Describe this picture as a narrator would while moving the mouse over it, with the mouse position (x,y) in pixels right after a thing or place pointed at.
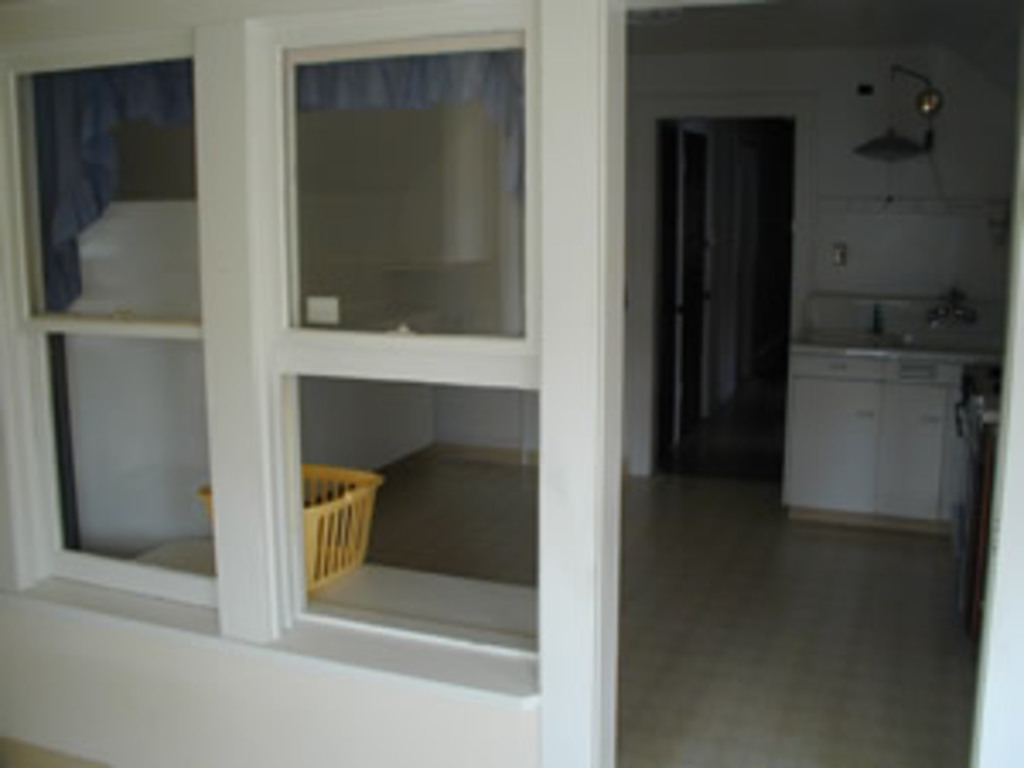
In the image there is a wall (172,754) with glass windows (190,470). Behind the windows (207,468) there is a table (191,556) with basket (329,490). On the right side of the image (991,442) there is a stove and also there is a sink (905,333) and cupboards (822,388). Beside that there is a room (716,222) with door (709,297).
